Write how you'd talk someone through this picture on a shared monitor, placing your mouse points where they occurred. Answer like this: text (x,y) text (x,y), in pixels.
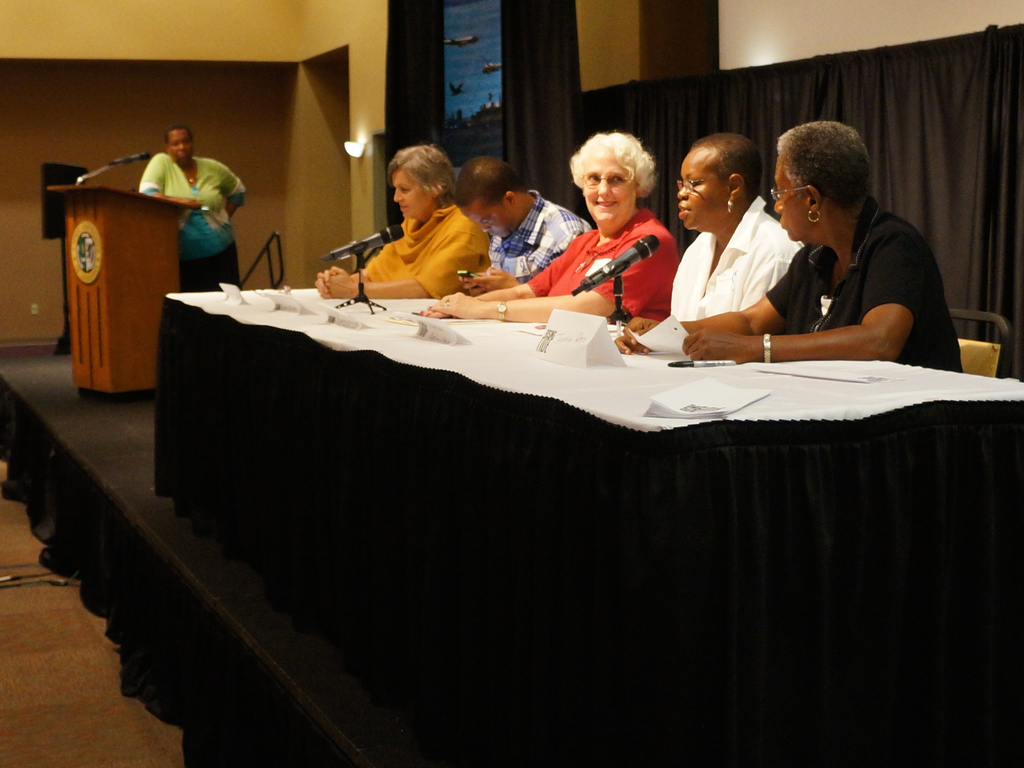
In the image we can see there are people (741,260) who are sitting on chair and on the other side there is a person (211,239) standing.
